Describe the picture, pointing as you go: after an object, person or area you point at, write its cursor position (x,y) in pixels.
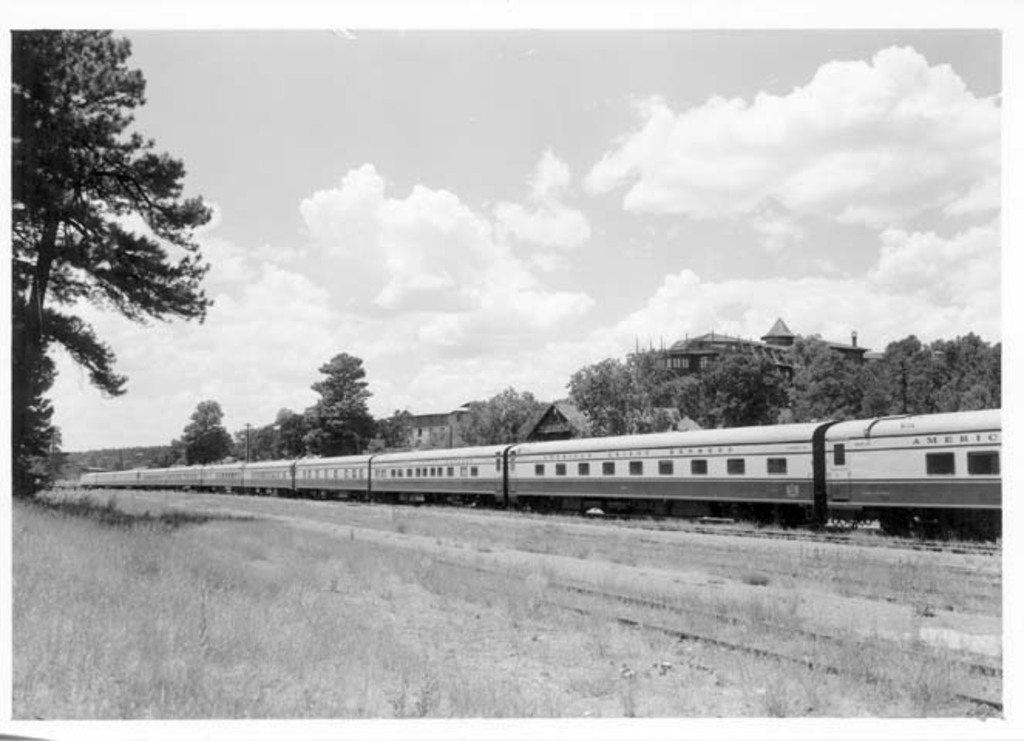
This picture is clicked outside the city. In the foreground (377,662) we can see the dry grass (599,585). In the center (598,478) there is a train (315,471) running on the railway track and we can see the trees (528,396) and the houses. In the background (528,81) there is a sky (455,108) which is full of clouds (258,341) and we can see some poles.
